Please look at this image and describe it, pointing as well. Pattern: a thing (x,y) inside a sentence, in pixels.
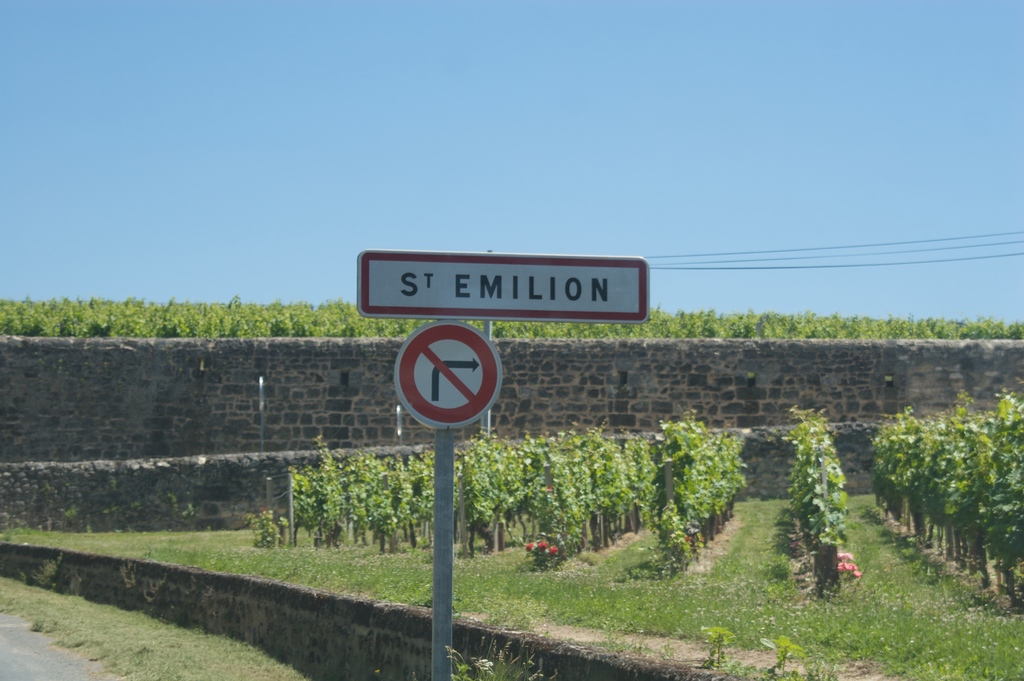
In this image we can see some plants (649,467), trees (112,320), grass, flowers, there is a sign board (458,422), a board (552,295) with some text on it, also we can see the wall (858,436), and the sky (645,114).
